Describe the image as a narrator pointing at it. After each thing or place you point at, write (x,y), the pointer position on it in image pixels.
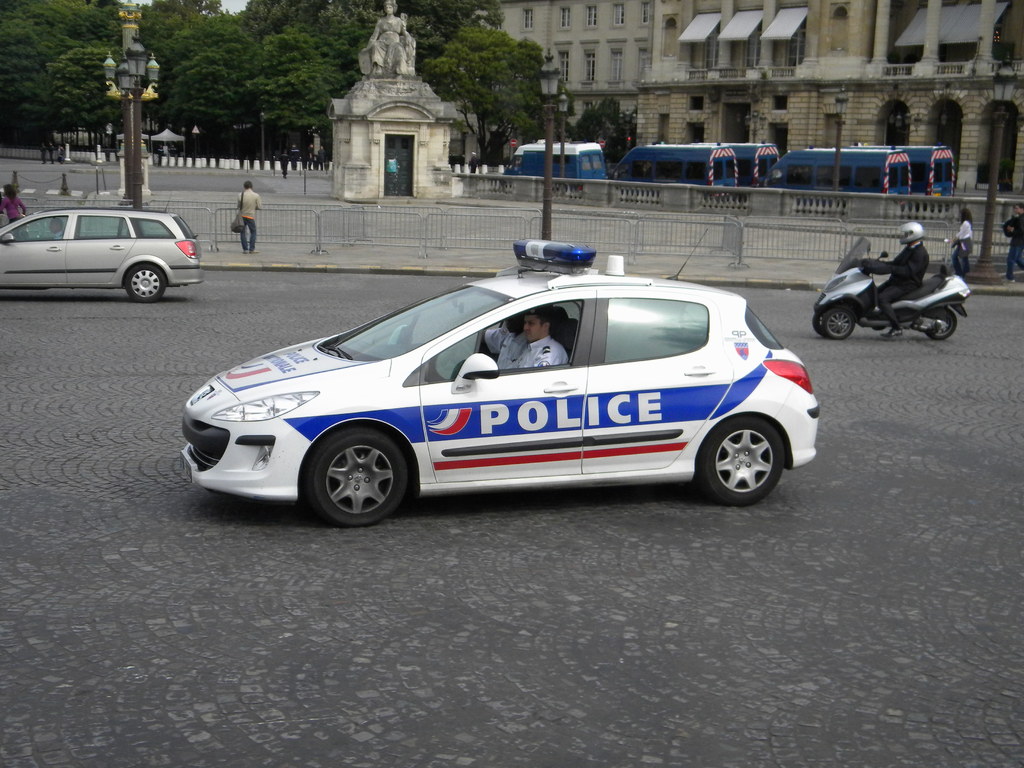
In this picture there are vehicles (650,351) on the road (194,544). There are two persons (534,350) sitting inside the car (709,465) and there is a person (883,277) riding motor bike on the road (961,417) and there are group of people (1012,278) walking on the footpath (295,246) and there is a person (246,225) standing at the railing (679,248). At the back (714,106) there is a building (914,38) and there are trees (35,105) and there are poles (139,127). At the top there is sky (234,1). At the bottom (176,576) there is a road (217,559).
